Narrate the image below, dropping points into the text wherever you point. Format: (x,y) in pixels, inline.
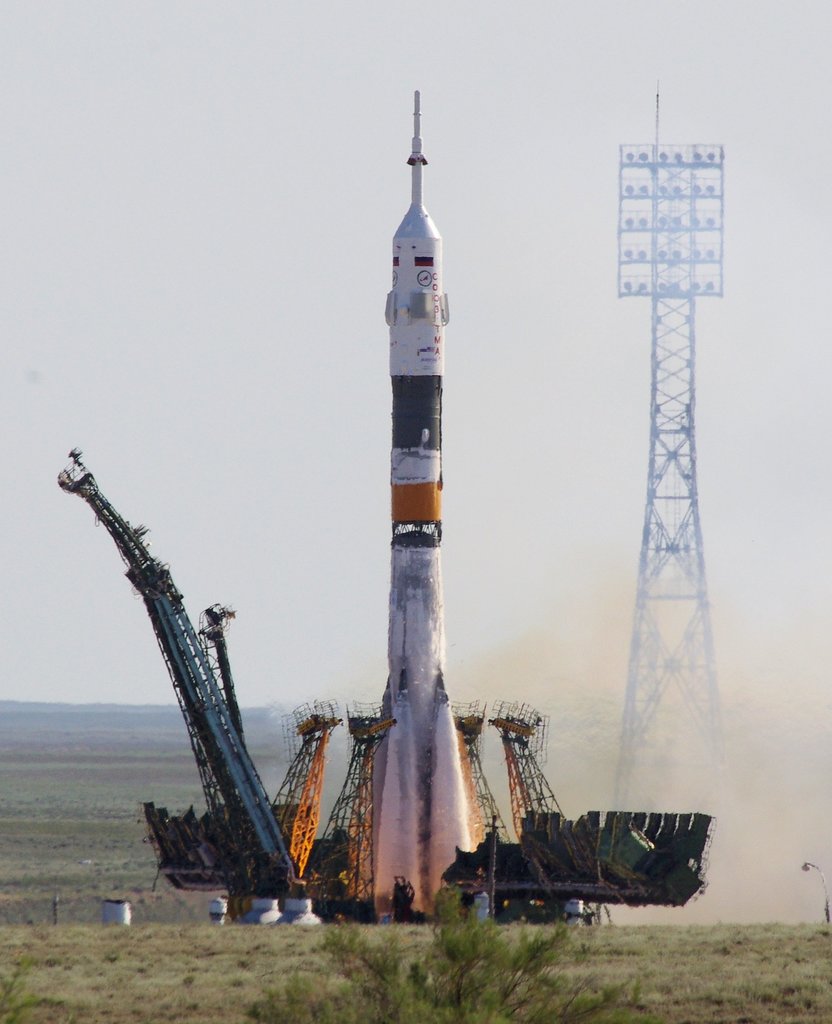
In this picture we can see a rocket (431,506) here, we can see a launch pad (350,809) here, at the bottom (642,937) there is some grass (649,945), we can see a tower (653,426) here, in the background (365,228) there is the sky (207,197).
